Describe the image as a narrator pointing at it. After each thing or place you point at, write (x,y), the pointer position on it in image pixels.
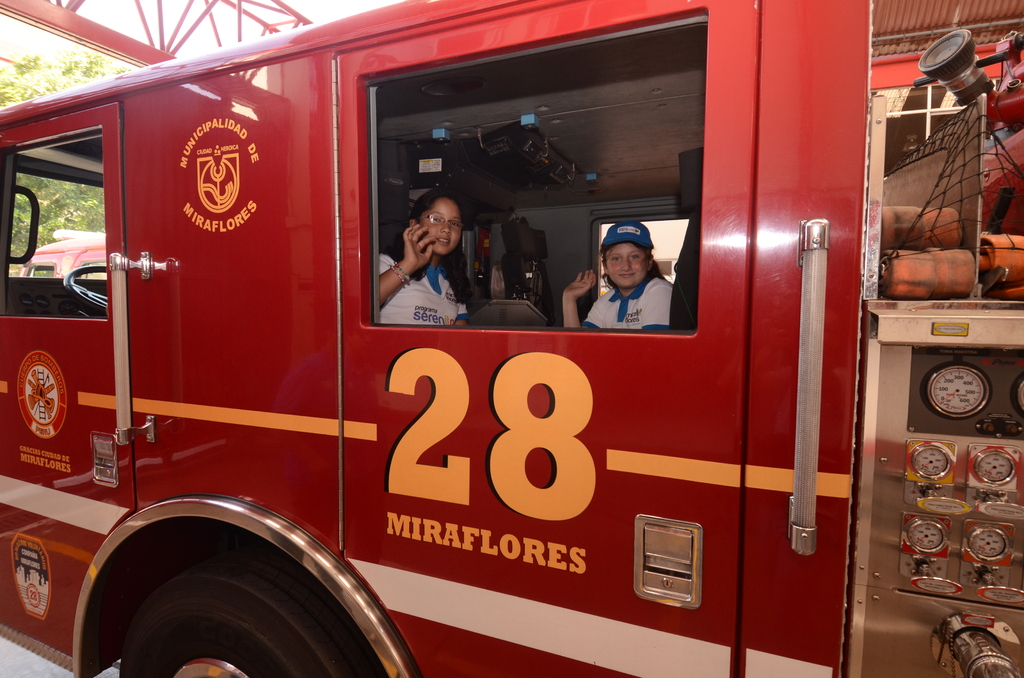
In this image I can see a fire engine (242,344) which is red in color and I can see few persons (426,297) wearing white and blue colored dresses (424,296) are sitting in the fire engine (548,264). In the background (65,71) I can see few trees (78,64) and through the windshield (73,224) I can see another vehicle (94,261) and few trees (52,209).
